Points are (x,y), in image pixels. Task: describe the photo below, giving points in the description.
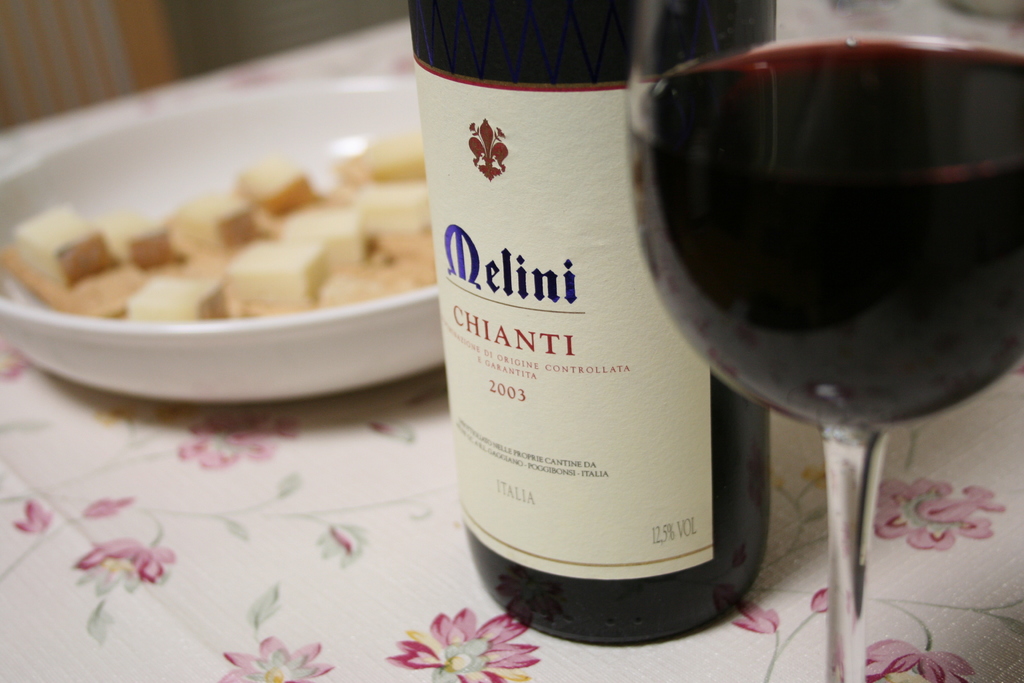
In this picture there is a bottle (601,389). There is a wine (806,353) in the glass (837,405). There is a bowl (360,339) and cheese (277,260). There is a white cloth (252,567) on the table (279,541).
